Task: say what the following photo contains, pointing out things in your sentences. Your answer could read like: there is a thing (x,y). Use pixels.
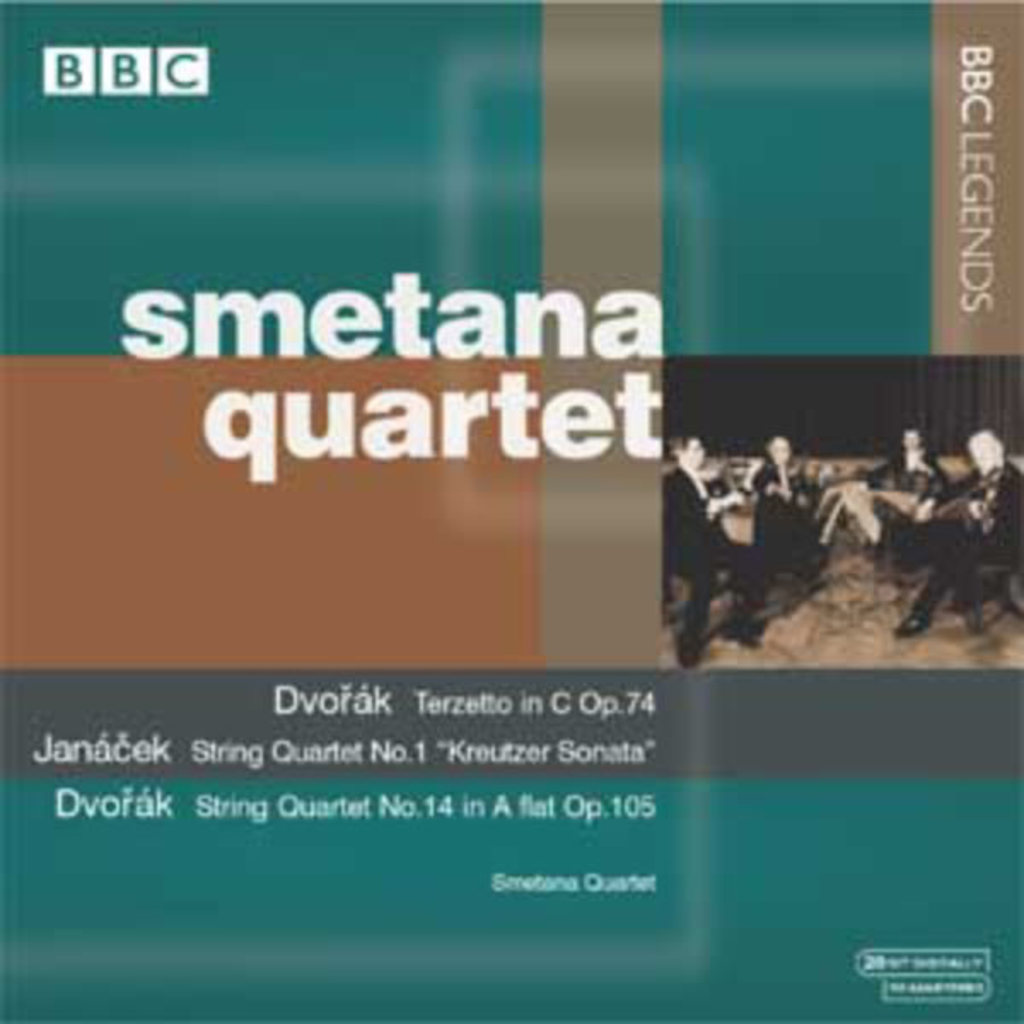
In this picture there is a poster (995,917). On the poster (991,458) there are group of people (967,513) sitting and playing musical instruments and there is text (67,57).
